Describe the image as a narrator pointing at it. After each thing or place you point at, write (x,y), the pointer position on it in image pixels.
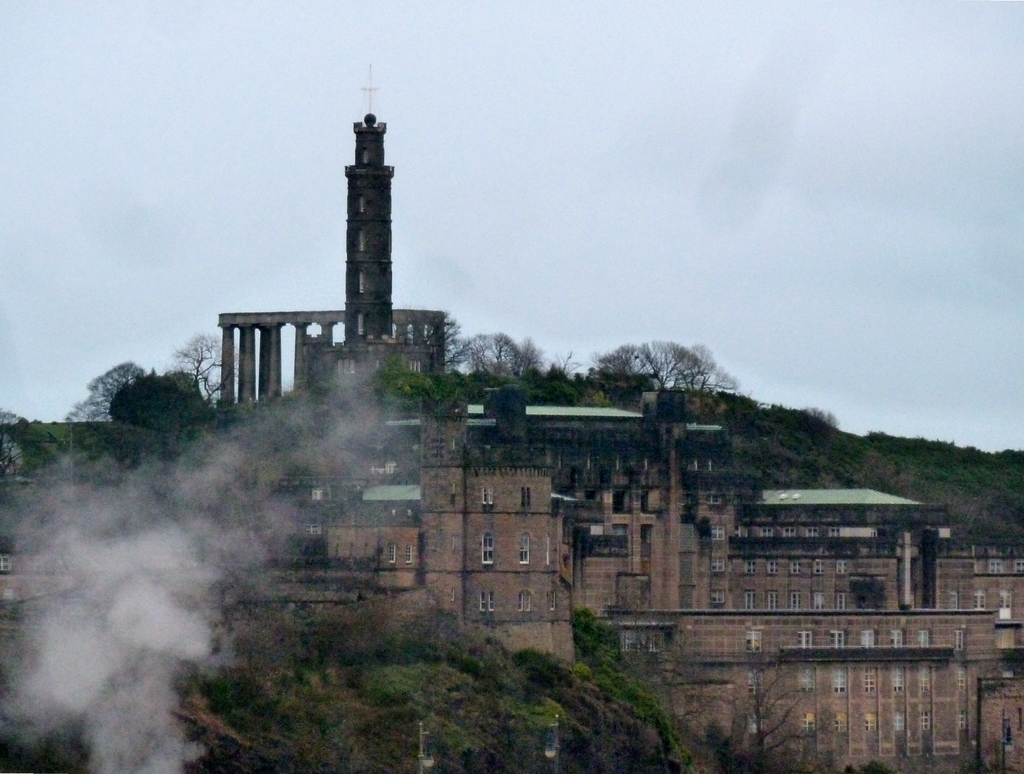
In the middle of the image (514,452) we can see few buildings (645,553) and trees (615,657), on the left side of the image (142,598) we can see smoke (146,570).
